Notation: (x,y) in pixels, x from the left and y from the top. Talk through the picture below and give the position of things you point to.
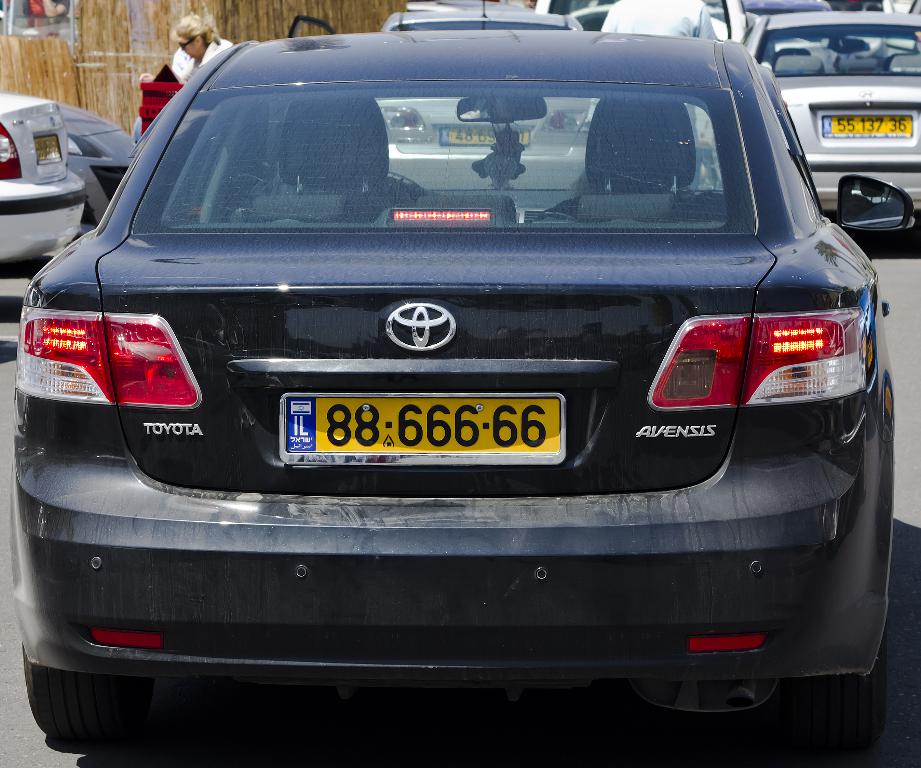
In this picture, we can see some cars (659,376) parked on the path (897,670) and to the car (433,458) there is a registration plate (486,421), indicator lights (764,357), side mirror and other items (197,105) and a person (206,49) is standing on the path (909,258).
